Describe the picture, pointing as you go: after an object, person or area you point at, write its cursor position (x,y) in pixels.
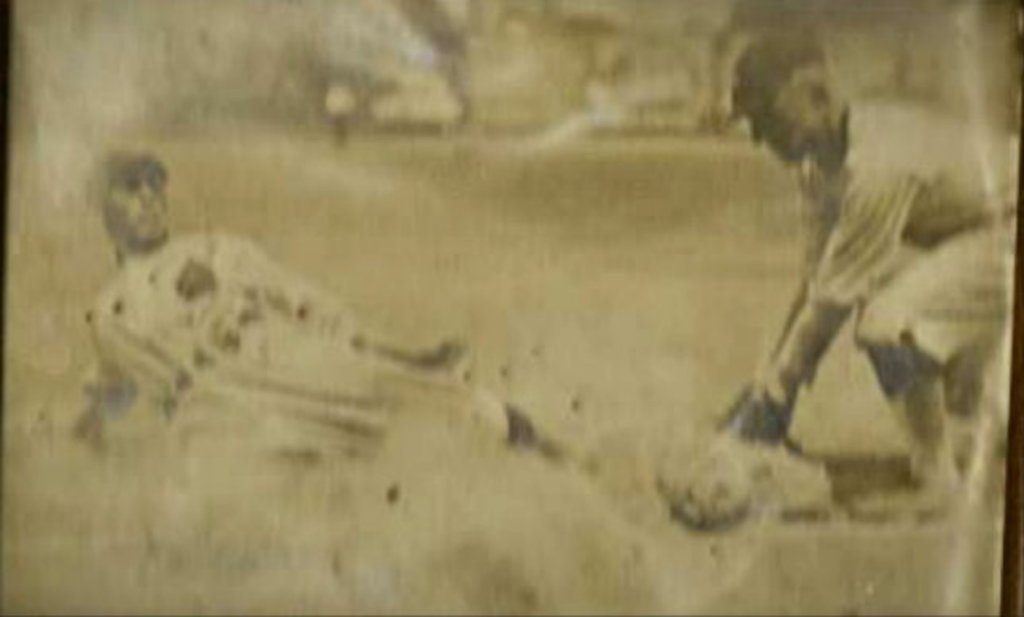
As we can see in the image there are two people (258,383) wearing white color dresses (959,291) and the image is blurred.
